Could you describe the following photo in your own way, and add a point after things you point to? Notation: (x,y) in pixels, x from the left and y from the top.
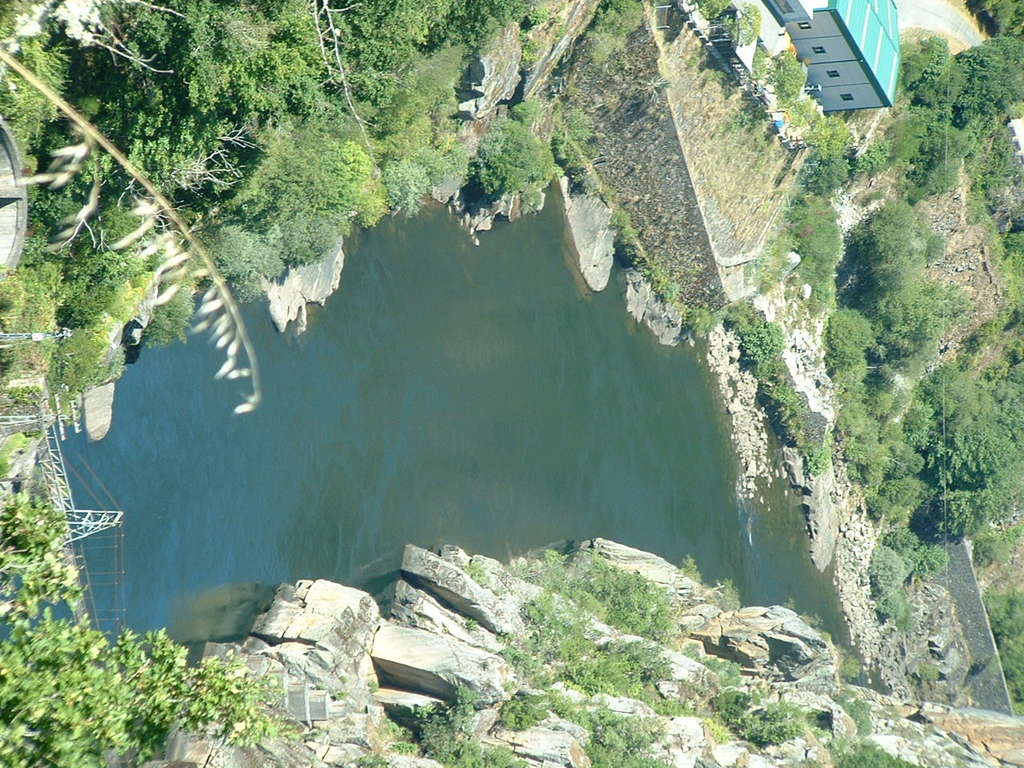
In the image we can see the water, stones (369,638), trees (22,508) and rocks (339,624). Here we can see the bridge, the house (821,41) and the road (920,7).
